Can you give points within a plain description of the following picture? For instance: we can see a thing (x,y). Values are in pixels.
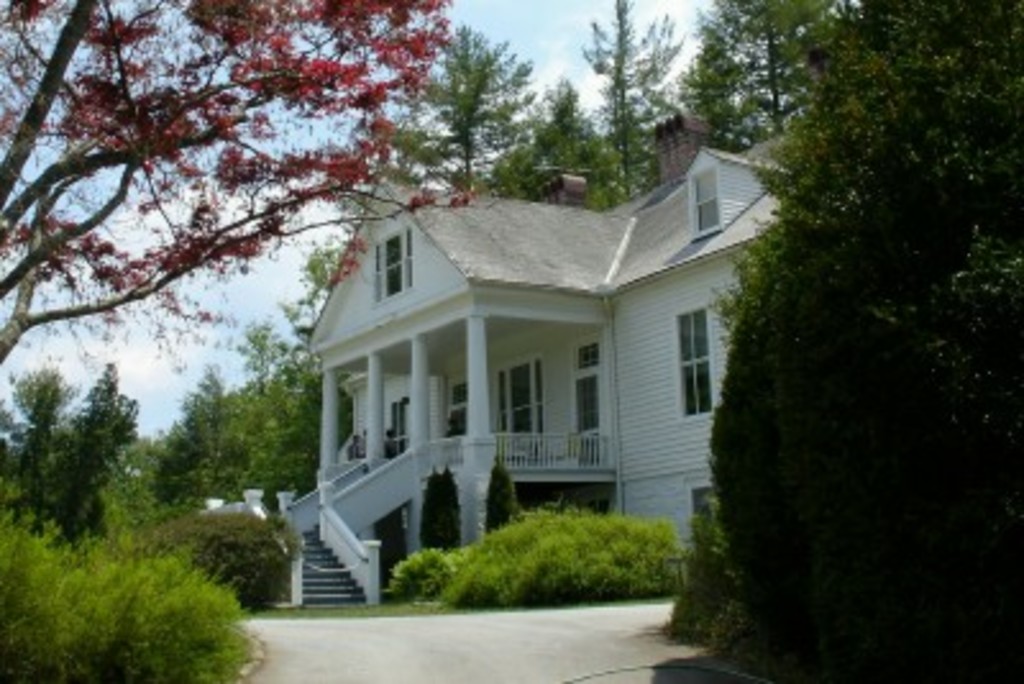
In this image there is a building (522,429). There is a railing (509,446) to the building (491,447). In front of the building (318,477) there are steps (315,536). Around the building (473,448) there are trees (152,485), plants (479,556) and hedges (491,579). At the bottom (423,653) there is a path (336,632). At the top (501,41) there is the sky (141,346).
